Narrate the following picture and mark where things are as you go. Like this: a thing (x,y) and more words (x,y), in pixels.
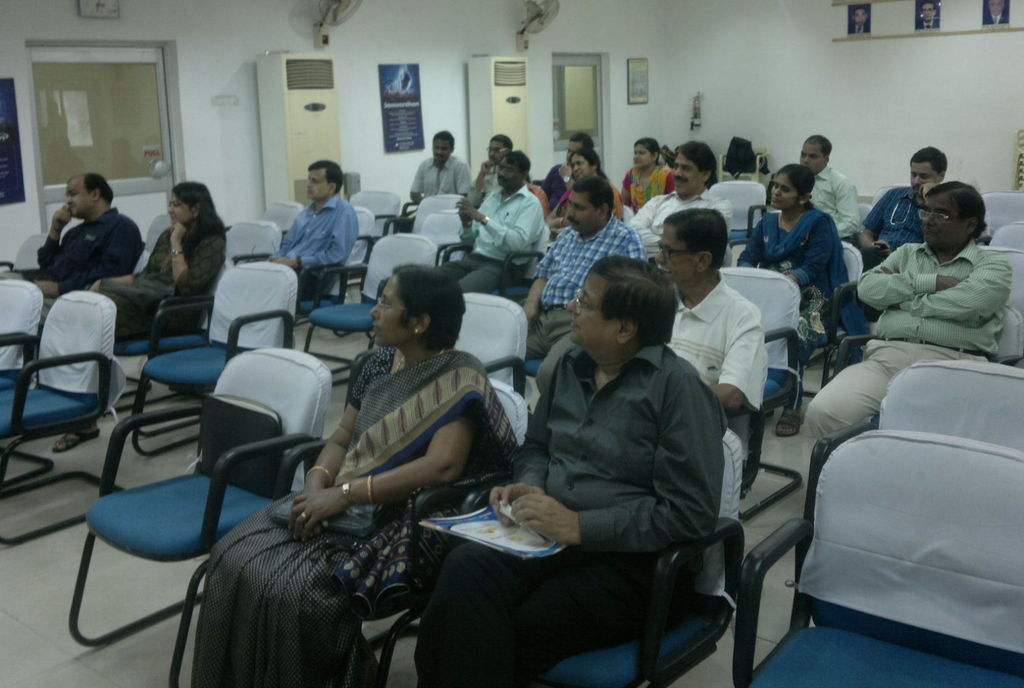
In this image, there are group of people (990,353) sitting on the chair (118,501) and listening. In the top (996,88), a wall (993,133) is white in color and a photos (1007,5) are on the wall (912,24). Next to that the door (121,126) is visible here and here. On top of that wall clock (91,5) is mounted and two wall fans (519,31) are mounted. It seems as if the image is taken inside a hall (264,492).
